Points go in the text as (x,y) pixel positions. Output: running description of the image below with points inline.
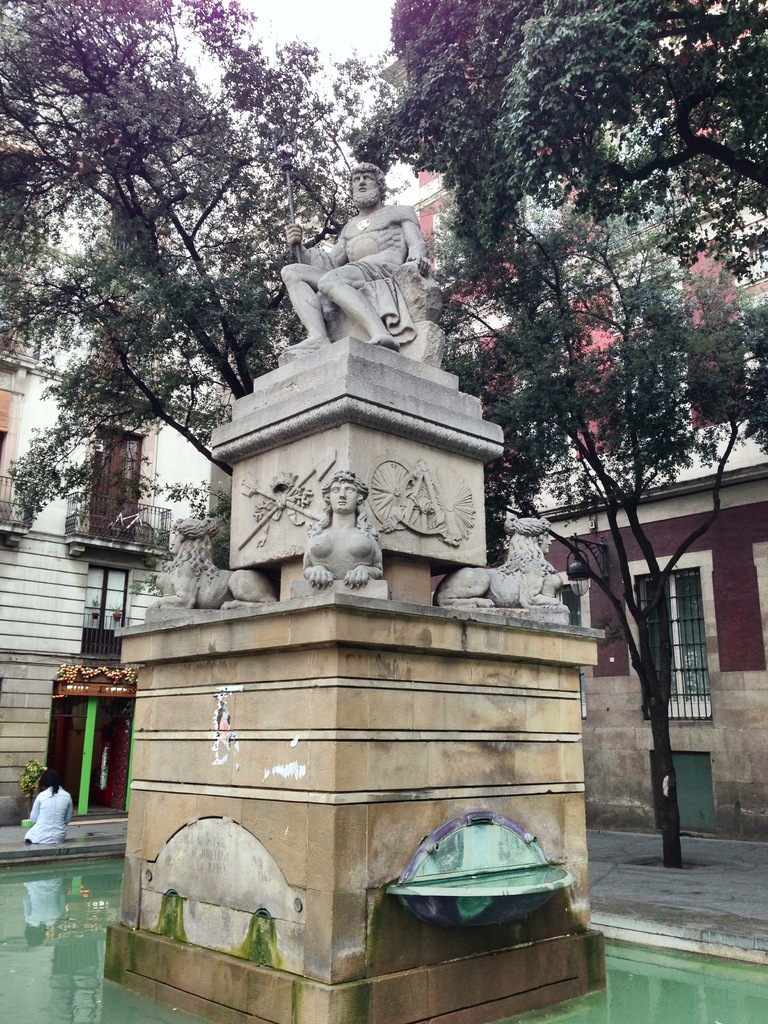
In this image, we can see a person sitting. We can see some buildings (712,536), trees (605,379). We can also see a statue (508,564) on an object (572,856). We can see some water (712,987) with the reflection (102,923). We can see the ground (695,842) and the sky (316,125).
